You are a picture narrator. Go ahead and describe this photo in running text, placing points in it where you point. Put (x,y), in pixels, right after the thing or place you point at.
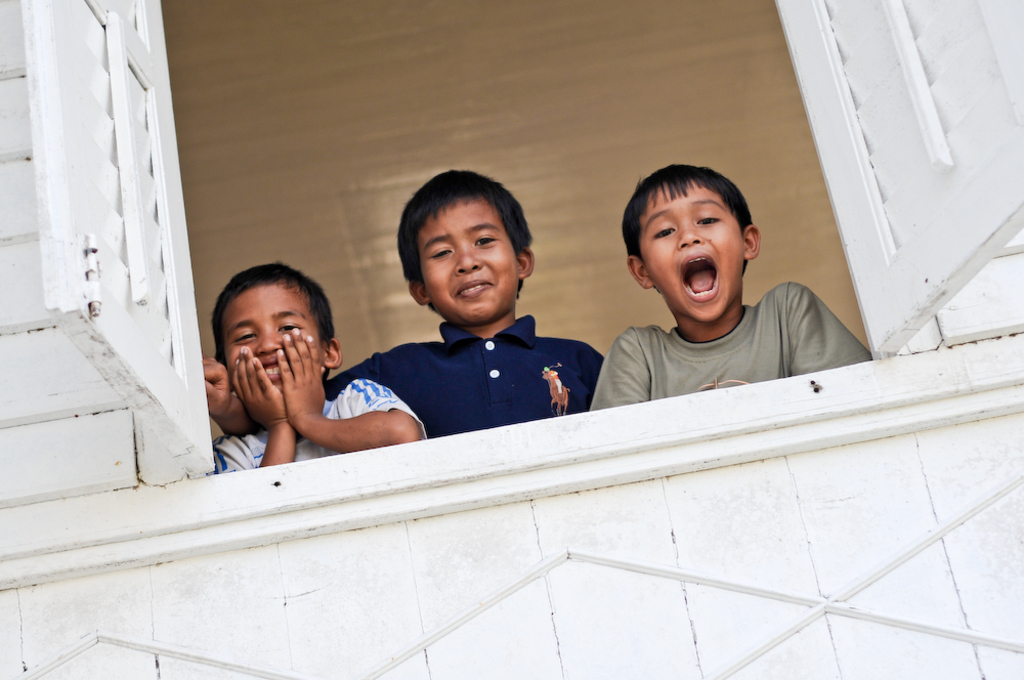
Here I can see a window (78,169) to the wall (760,531). Behind the window (361,340) three children (459,330) are smiling and giving pose for the picture.
